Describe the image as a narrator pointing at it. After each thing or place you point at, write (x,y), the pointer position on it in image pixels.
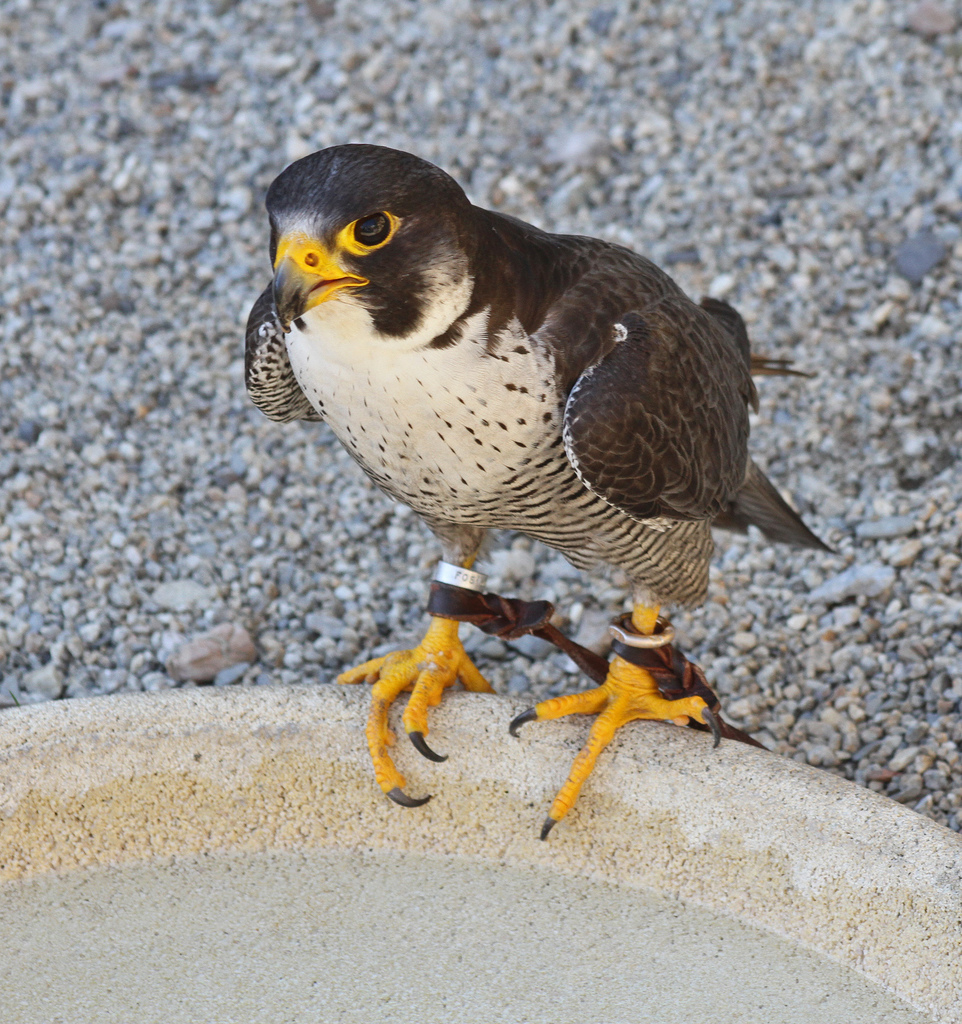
In this image, we can see a bird (459,430). We can see the ground (160,398) with some stones (790,140). We can also see an object (263,712) at the bottom (63,801).
